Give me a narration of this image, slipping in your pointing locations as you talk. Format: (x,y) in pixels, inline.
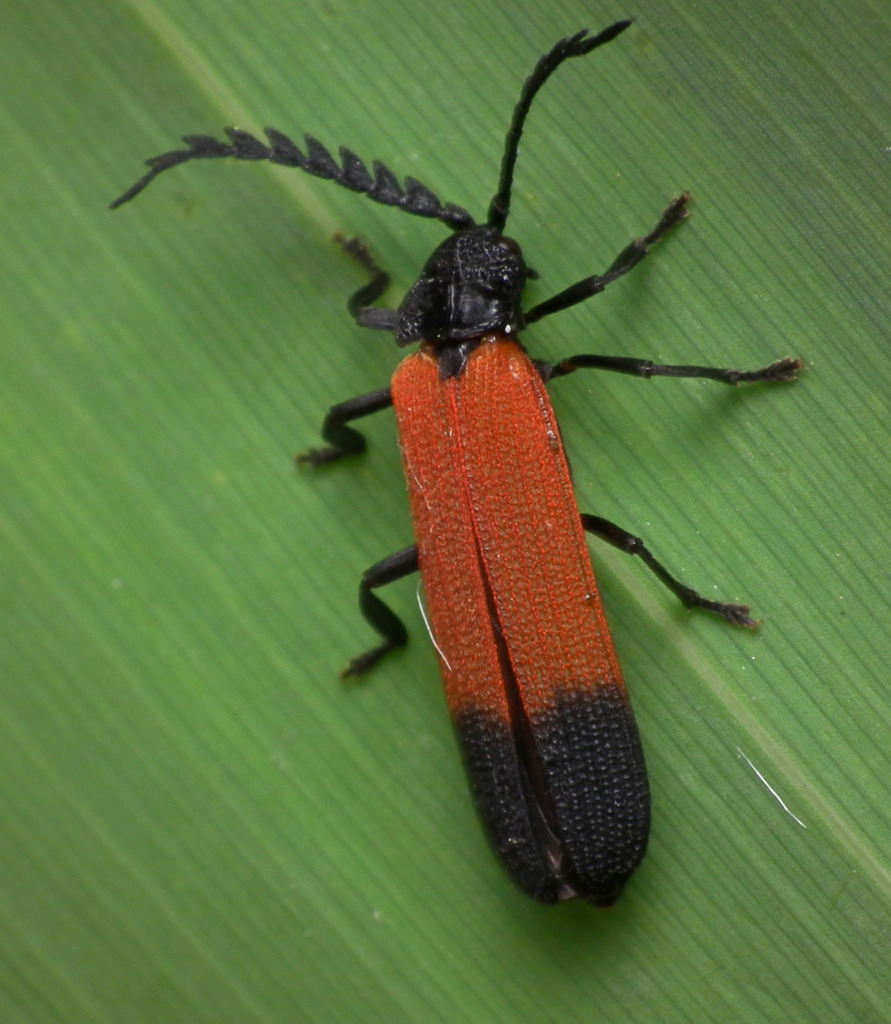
In the picture I can see a Longhorn beetle (481,471) which is on a greenery surface (505,143).
